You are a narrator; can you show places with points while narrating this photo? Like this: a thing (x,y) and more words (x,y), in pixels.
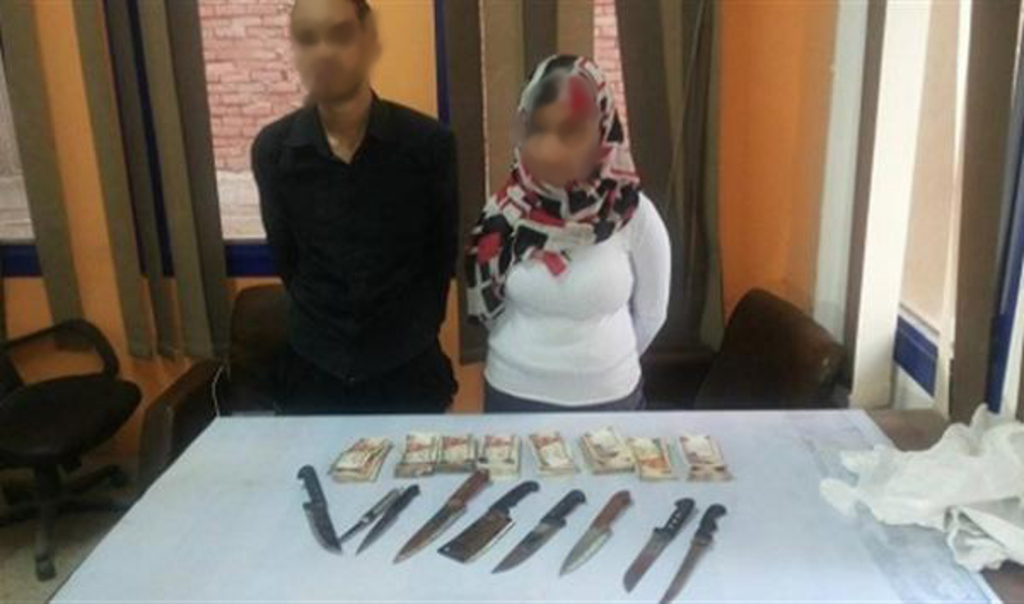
There is a man (406,193) and woman (590,222) stood in front of table (848,558) on which there are cash (460,460) and knives (565,566) and over the backside there are some chairs (753,363). Onto the wall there is window (251,70) and curtains (628,98).
